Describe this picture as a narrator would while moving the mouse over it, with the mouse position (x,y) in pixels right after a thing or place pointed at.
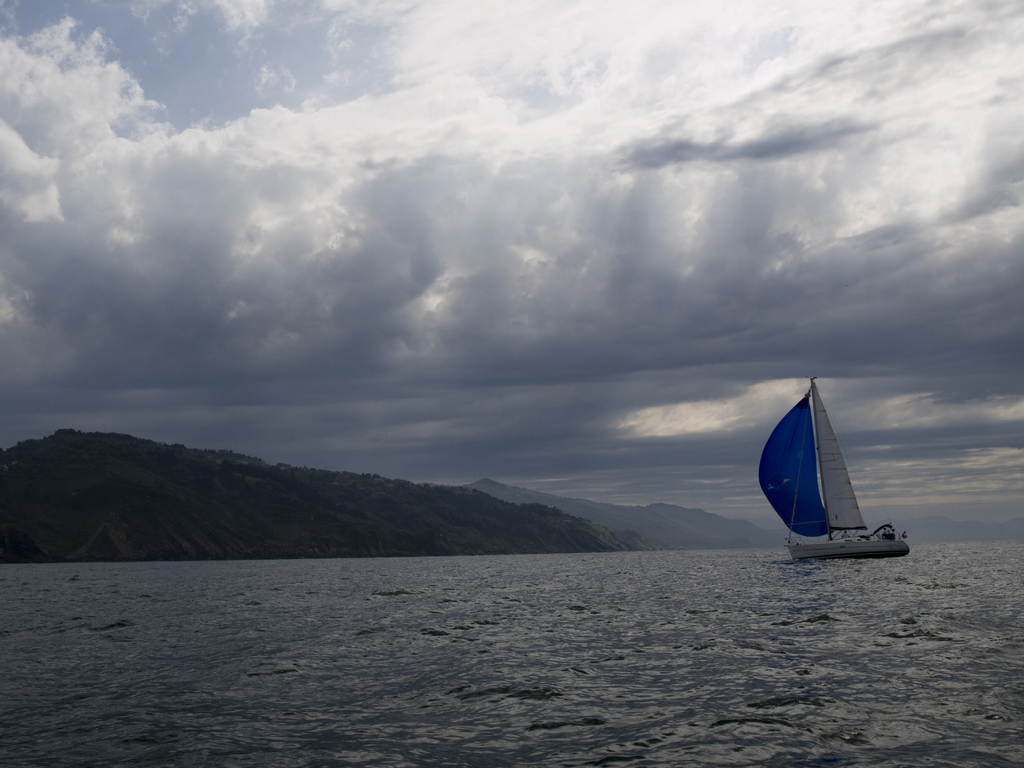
In this image, we can see water (753,675), on the right side (785,484), we can see a boat (811,546) on the water (819,569). We can see mountains (416,494), at the top (424,197) we can see the sky (266,246) is cloudy.
